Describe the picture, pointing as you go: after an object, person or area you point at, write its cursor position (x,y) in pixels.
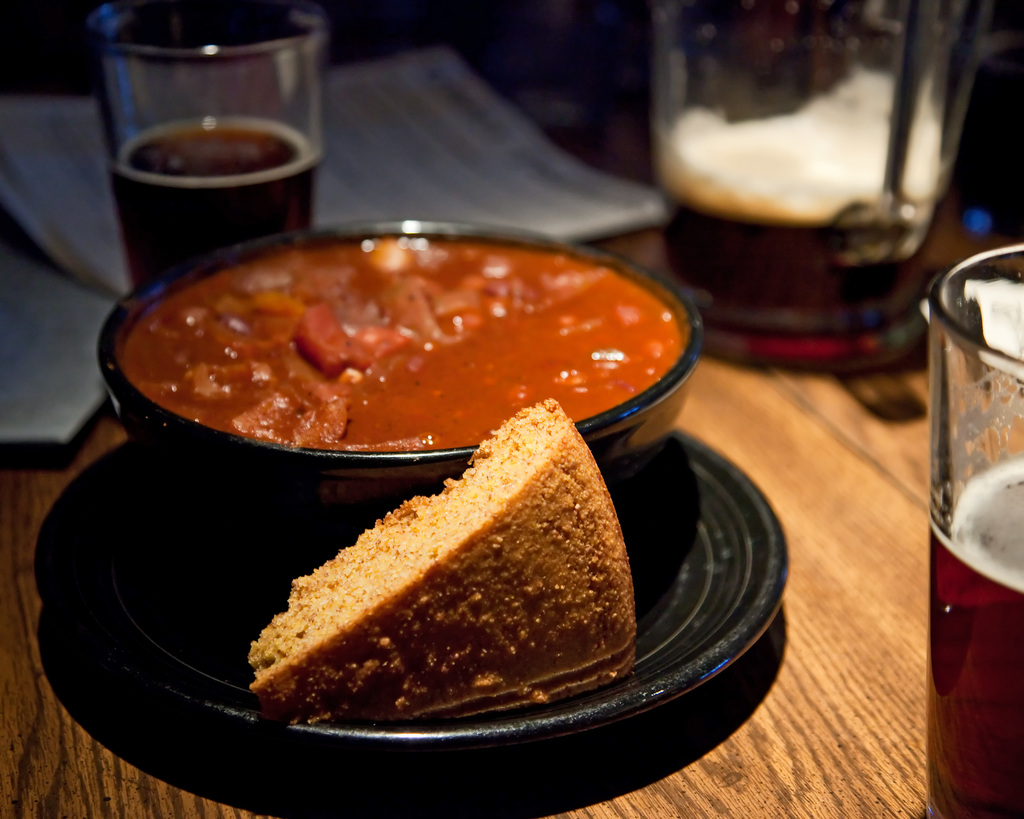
On a wooden table (798,391) there is a black plate (145,625) which contains bread (503,530) a bowl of curry (226,427). There are glasses (928,322) of drink (854,149) and papers (431,117) are present at the back (431,117).
